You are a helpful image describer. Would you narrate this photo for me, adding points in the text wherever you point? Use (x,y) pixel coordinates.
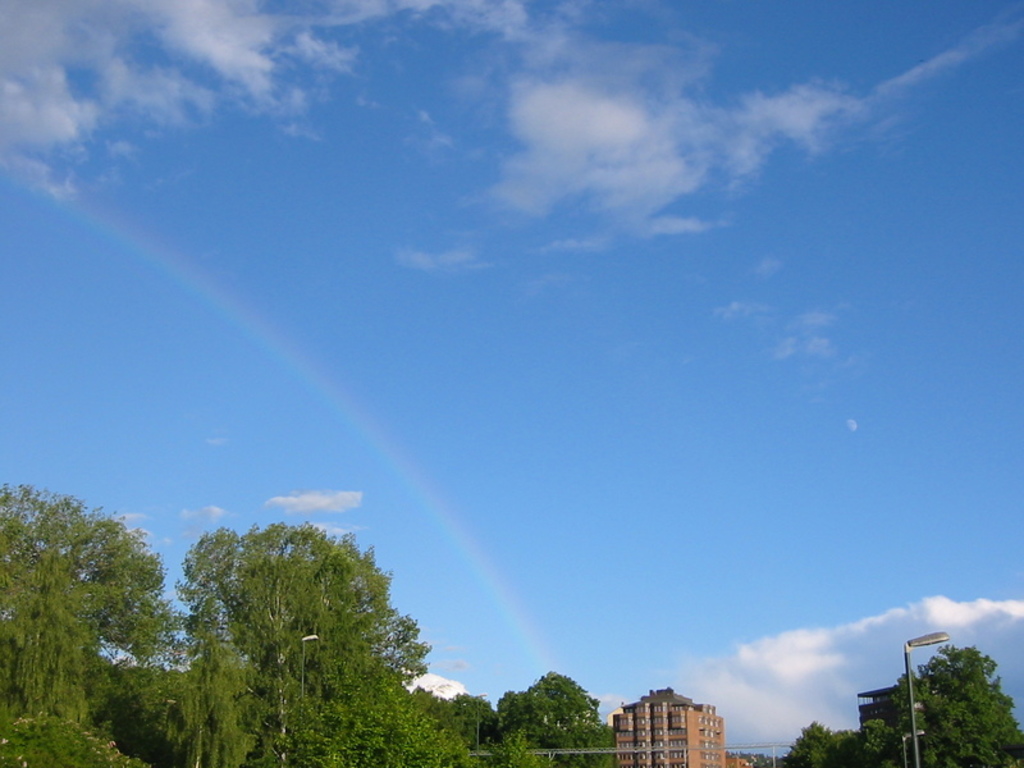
As we can see in the image there are trees (815,728), street lamps (914,765) and buildings (684,701). On the top (577,123) there is sky (515,318) and clouds (951,625).
